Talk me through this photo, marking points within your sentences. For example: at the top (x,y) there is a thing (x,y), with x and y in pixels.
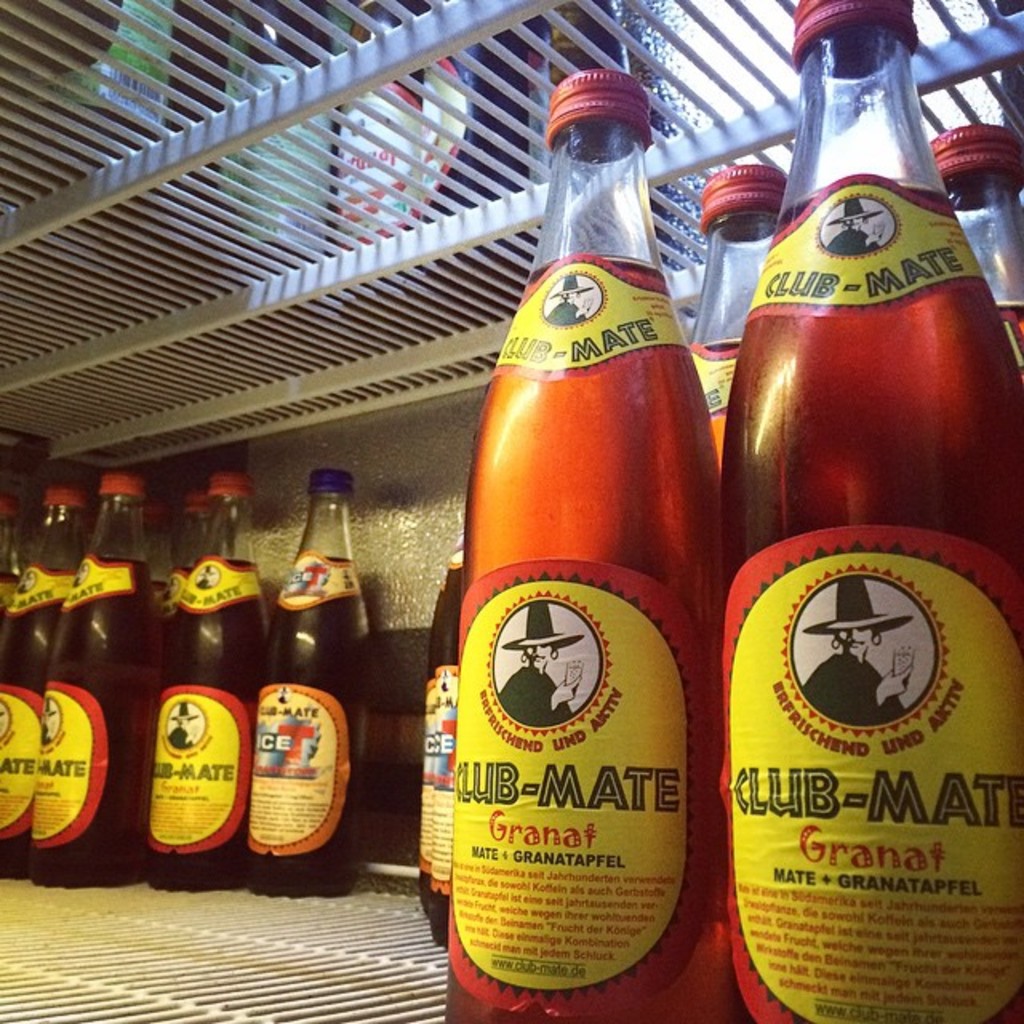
In this picture we can see some bottles (627,589) in the rack (356,275).
